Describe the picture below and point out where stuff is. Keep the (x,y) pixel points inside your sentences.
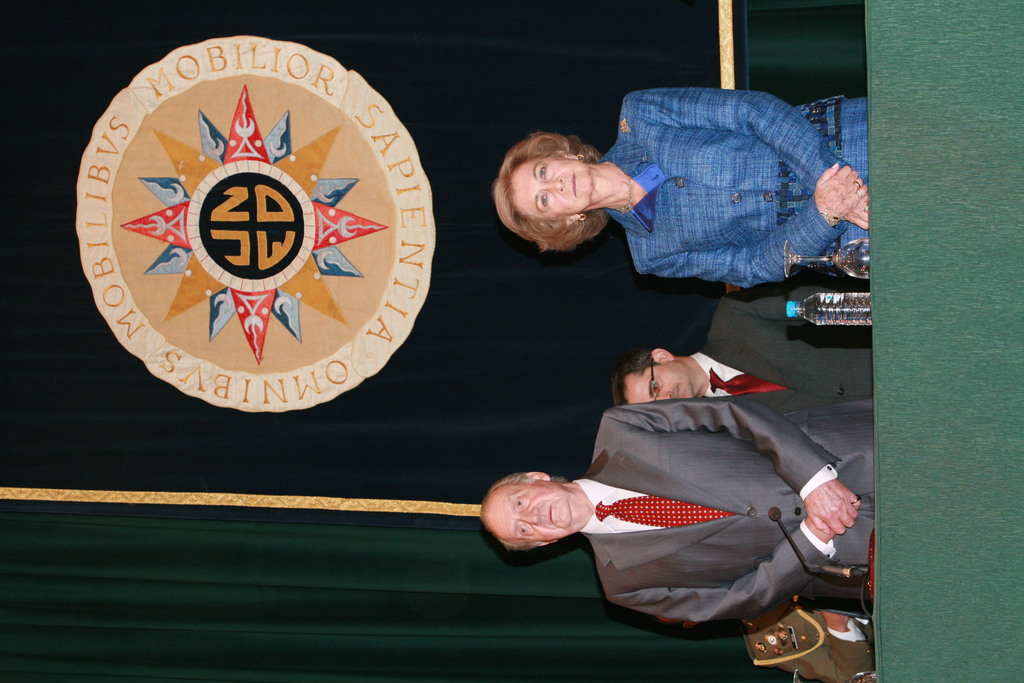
In this image we can see persons (625,461) standing on the floor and a table (930,577) is placed in front of them. On the table (921,589) there are glass tumbler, disposable bottle (865,314) and a mic (860,577). In the background (424,251) we can see a curtain (383,370) with the emblem (160,246) on it.
